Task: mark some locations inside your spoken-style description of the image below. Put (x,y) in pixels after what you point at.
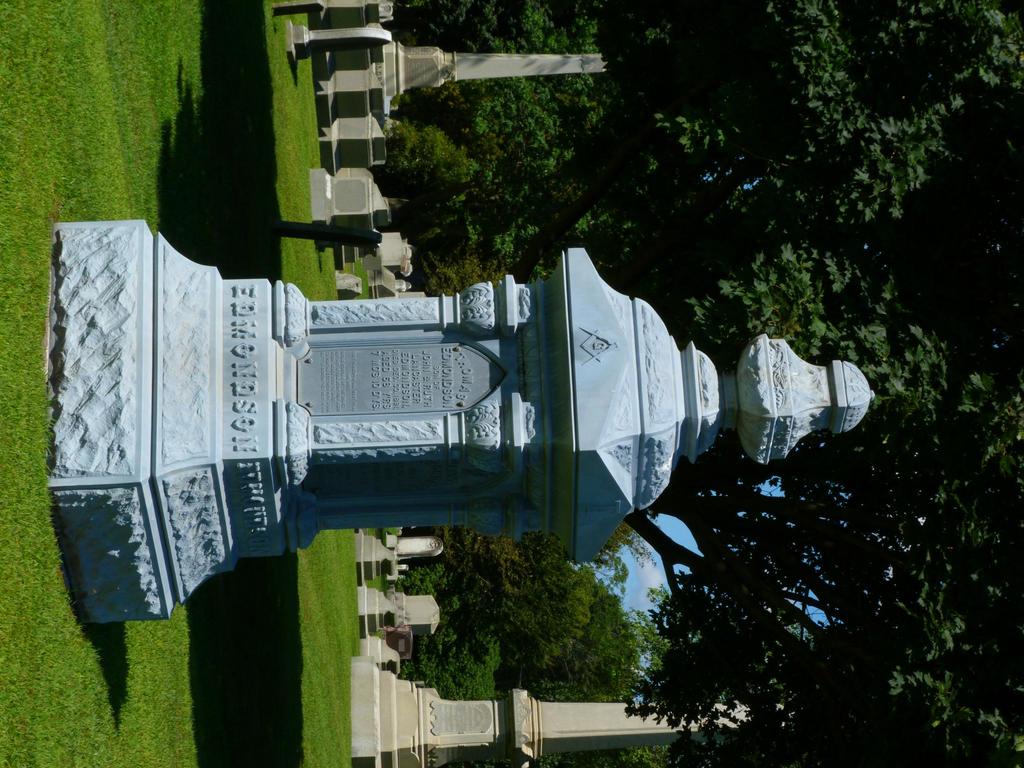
In this image we can see a memorial (286,363), graves (399,239), trees (946,482). At the bottom of the image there is grass (136,660).
